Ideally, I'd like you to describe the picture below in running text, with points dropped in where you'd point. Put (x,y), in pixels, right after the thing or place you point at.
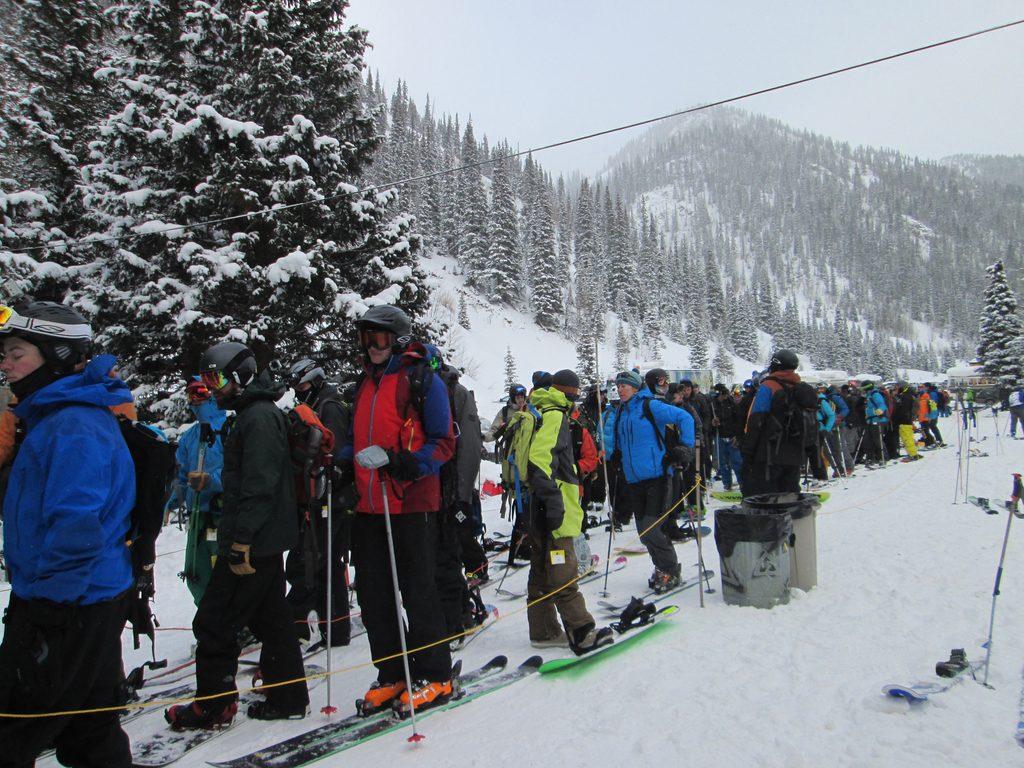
In this image I can see group of people (19,361) standing on the ski board (477,690) and they are on the snow (495,699). In the background (39,139) I can see few trees (409,219) covered with snow (687,219) and the sky (551,56) is in white color.
